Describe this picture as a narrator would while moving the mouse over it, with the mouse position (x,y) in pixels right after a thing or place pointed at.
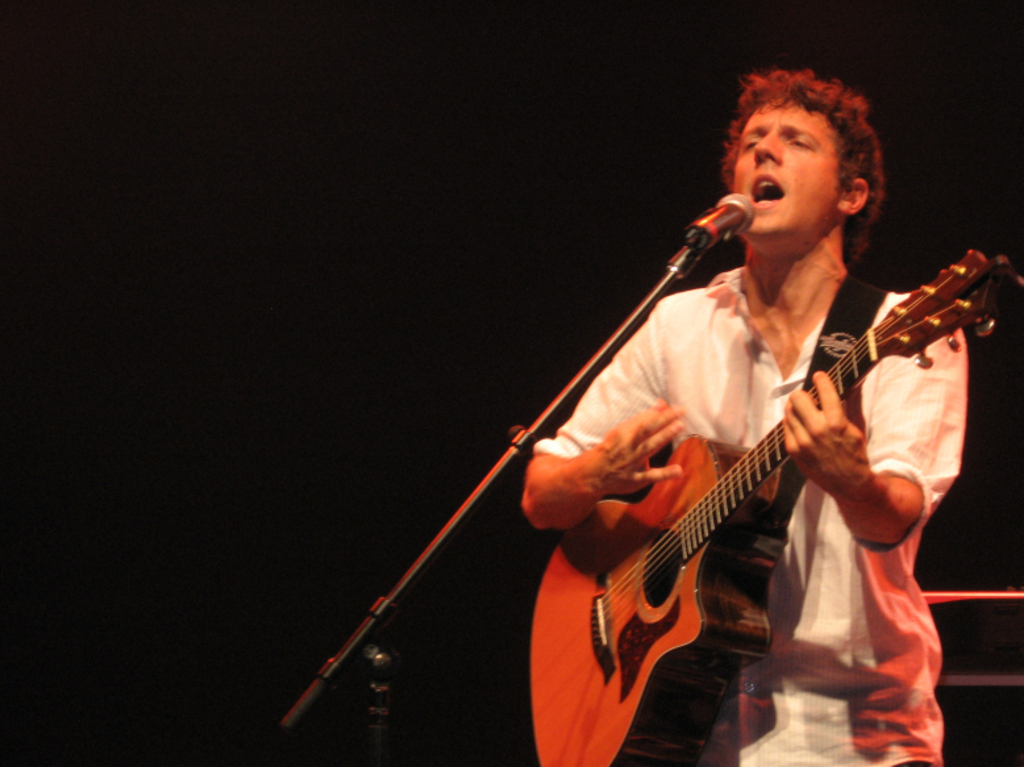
Here we can see a man (767,231) who is singing on the mike (708,226). And he is playing guitar (560,607).
